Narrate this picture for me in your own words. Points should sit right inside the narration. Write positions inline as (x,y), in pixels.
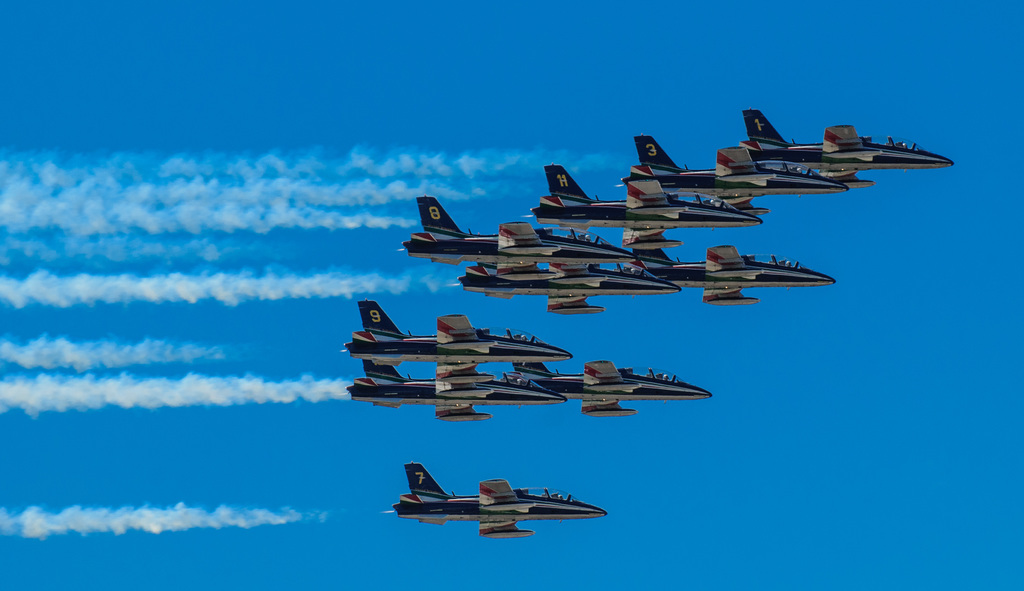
This is the image of jet planes (605,241) and smoke (163,347). There is blue colored background (931,438).
